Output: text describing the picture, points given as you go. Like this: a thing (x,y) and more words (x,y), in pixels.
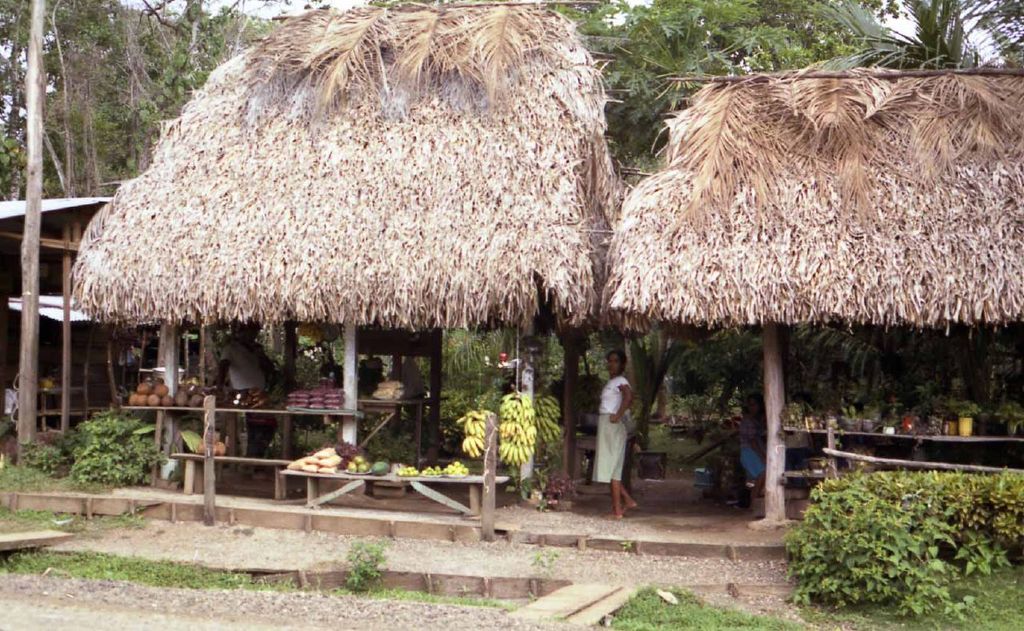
In this image I can see few huts (572,167), poles (492,423) and trees (489,338). I can see few vegetables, fruits (469,441) and few flower pots (952,427) on the wooden benches (795,430). One person (610,411) is standing in front (603,422).
